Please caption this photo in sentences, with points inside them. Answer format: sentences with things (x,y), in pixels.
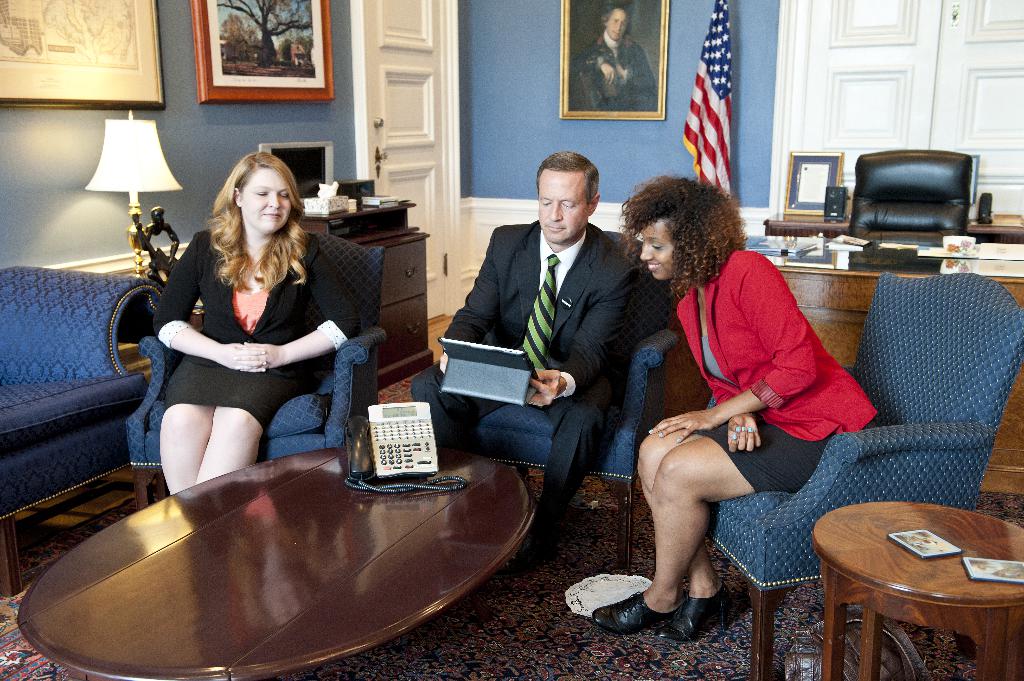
There are two women (650,222) sitting on the chair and a man (536,405) is holding tab (506,374) in his hand (556,379) and sitting on the chair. Behind him there are frames (259,93) on the wall (762,173), lamp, flag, table (848,281) and a door (845,108).
